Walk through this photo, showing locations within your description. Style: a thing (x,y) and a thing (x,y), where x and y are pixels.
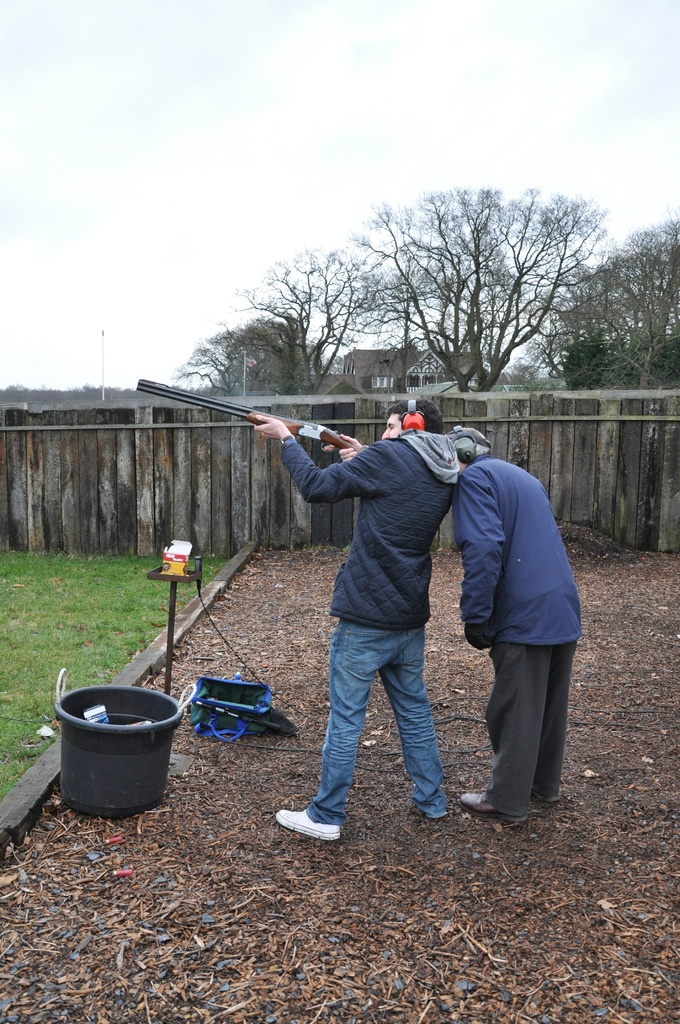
In the picture I can see a person (395,547) wearing black jacket (390,539) is standing and holding a gun (190,404) in his hands (342,436) and there is another person (532,524) standing behind him and there is a fence wall (449,412), a building (357,371) and trees (458,287) in the background (458,287).
